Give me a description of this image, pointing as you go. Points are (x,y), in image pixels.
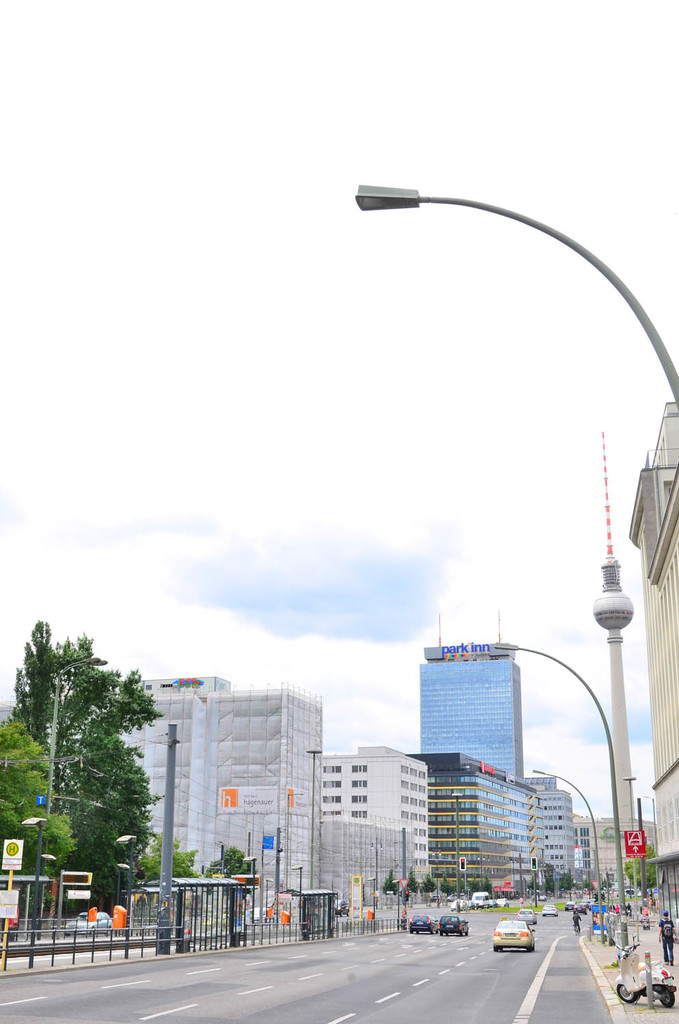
In this image there is a road (268,971) and vehicles (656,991) are moving. There are trees (97,877) and buildings (285,880). There are people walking on the footpath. There is a tall pillar (604,464) with a tower (619,581) on the right side (616,561). There is a sky (371,663).
